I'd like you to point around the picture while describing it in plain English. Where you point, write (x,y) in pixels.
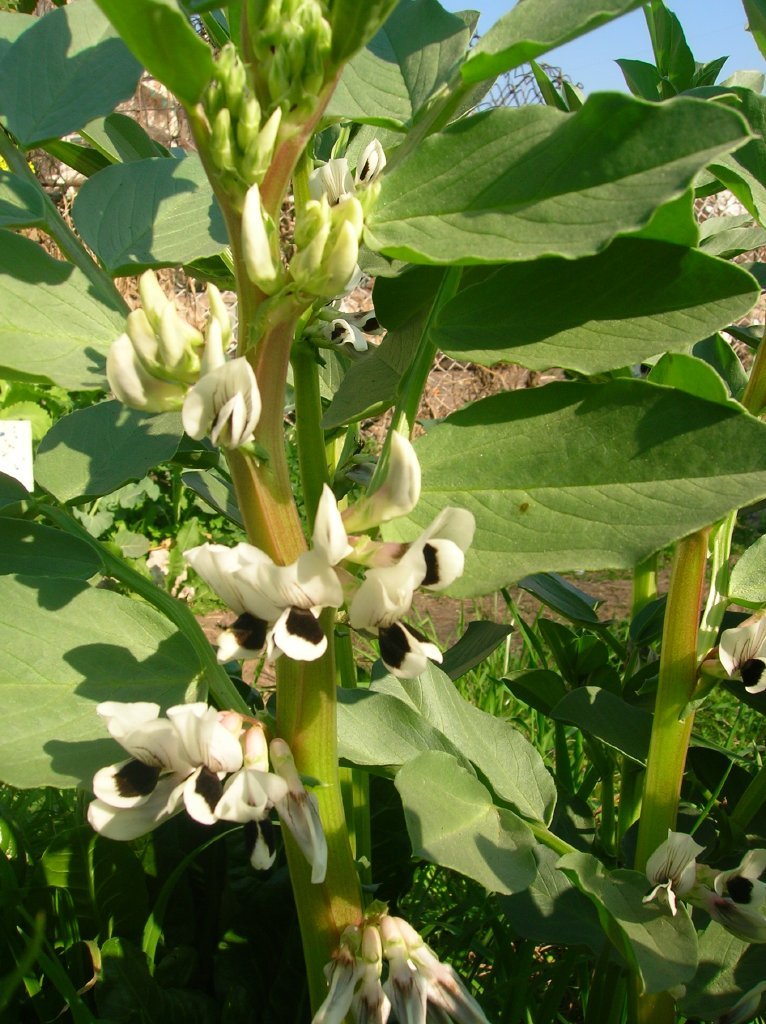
In this picture I can see some flowers (424,975) on the plants (265,813). On the left (233,972) I can see many green leaves (47,569). In the top right corner (581,58) I can see the sky (599,36).
